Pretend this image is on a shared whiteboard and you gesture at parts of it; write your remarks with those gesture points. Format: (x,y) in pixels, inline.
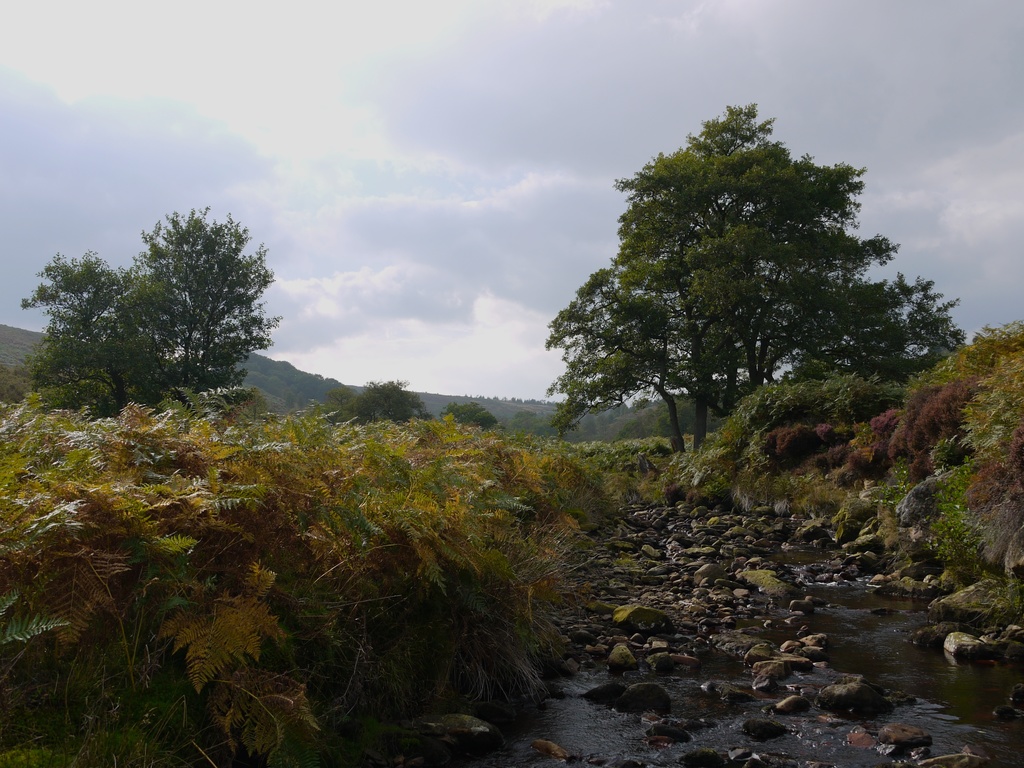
In this image we can see running water (841,657), stones (686,654), plants (450,465), bushes (348,657), trees (580,293), hills (423,399) and sky (184,161) with clouds (365,191).
